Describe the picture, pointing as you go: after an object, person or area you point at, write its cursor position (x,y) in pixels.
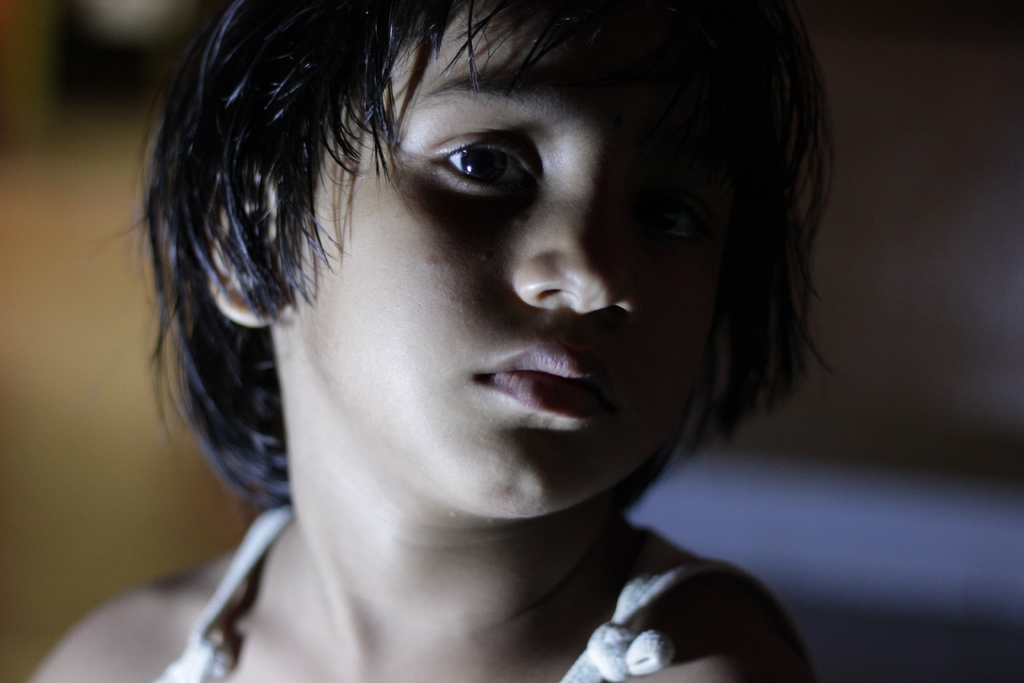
In this image there is a girl (520,327) looking at the picture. The background (917,540) is blurred.
